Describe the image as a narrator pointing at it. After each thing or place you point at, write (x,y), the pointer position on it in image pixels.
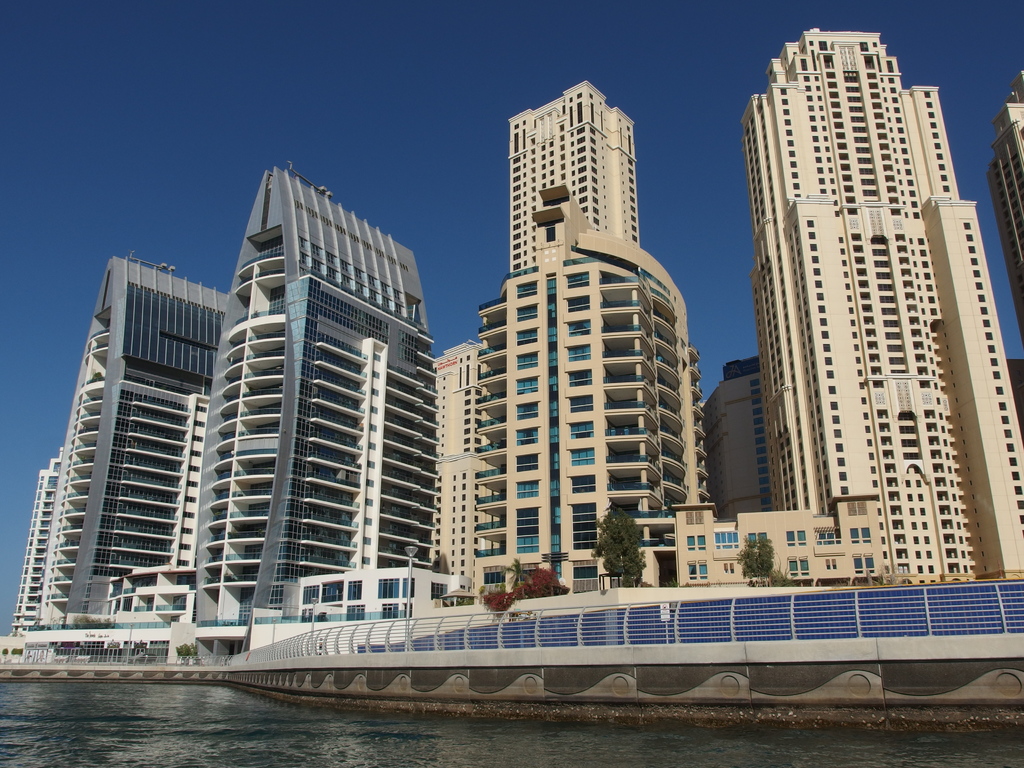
This picture shows few buildings (587,240) and we see water (209,734) and trees (635,556) and we see a metal fence (602,628) and few pole lights (407,611) and a blue sky (535,77).
